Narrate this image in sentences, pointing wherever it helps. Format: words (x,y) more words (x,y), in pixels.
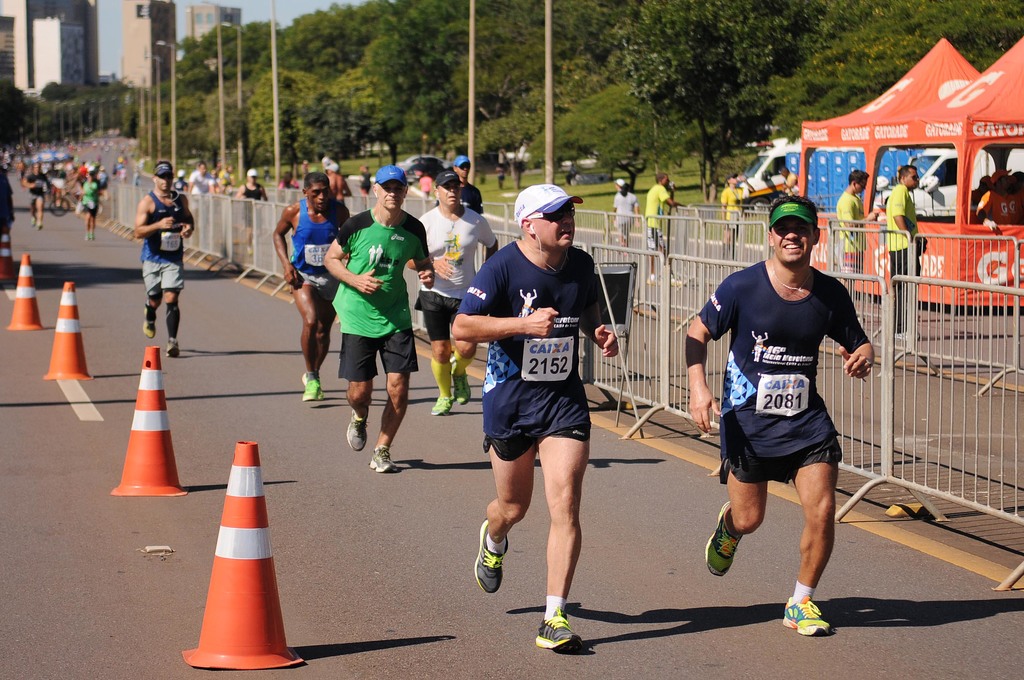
In this image, we can see people (288,285) running on the road (331,480) and there are traffic cones (262,573). In the background (690,98), we can see trees (436,133), buildings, poles (274,116), tents (868,159), some vehicles (770,159) and there is a fence (889,289).
